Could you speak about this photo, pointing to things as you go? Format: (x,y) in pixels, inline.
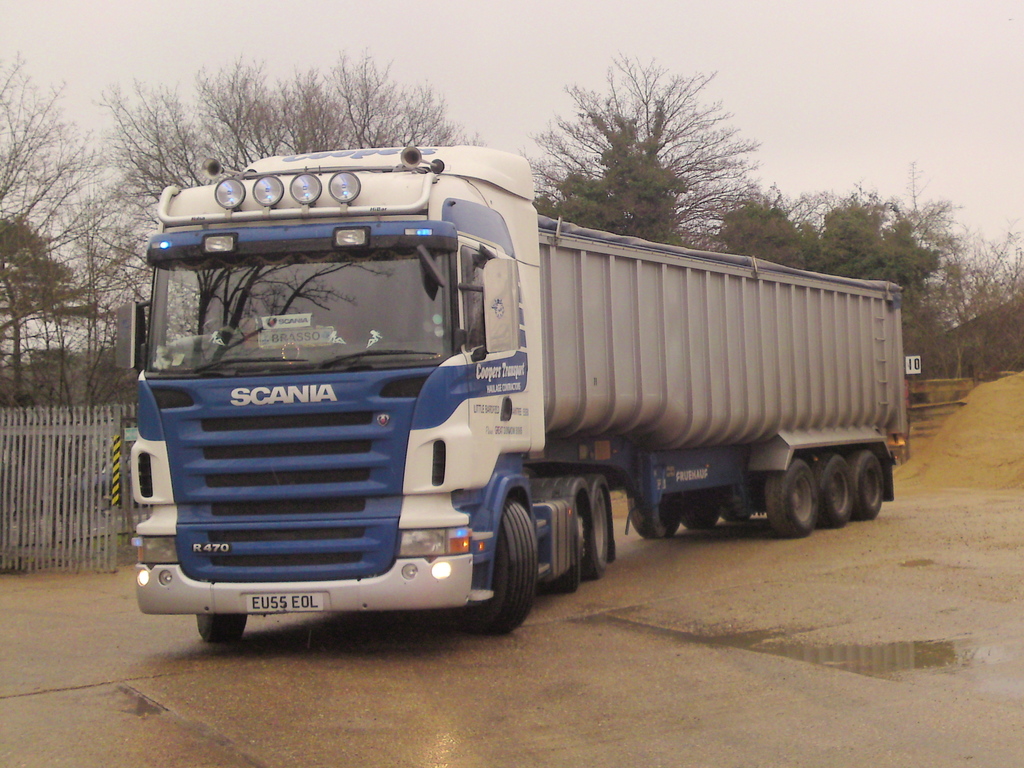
In this image there is a truck (379,458) on the road (380,708). On the left side (60,451) there is a fence (118,407). In the background (603,189) there are trees (720,220). At the top (871,54) there is the sky (882,50). On the right side (956,434) there is sand (950,433).
